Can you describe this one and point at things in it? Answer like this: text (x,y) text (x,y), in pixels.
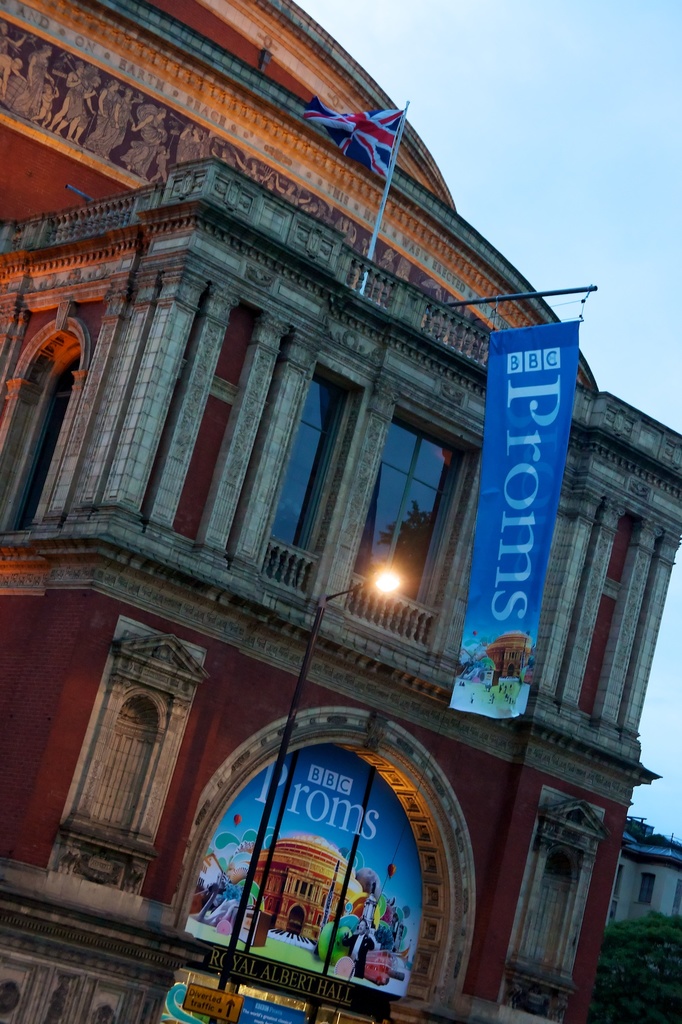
In this image I can see a building (108,509) in brown color. I can also see a banner (515,618) in blue color, a light pole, a flag (349,150), and sky (614,119) in blue color.
